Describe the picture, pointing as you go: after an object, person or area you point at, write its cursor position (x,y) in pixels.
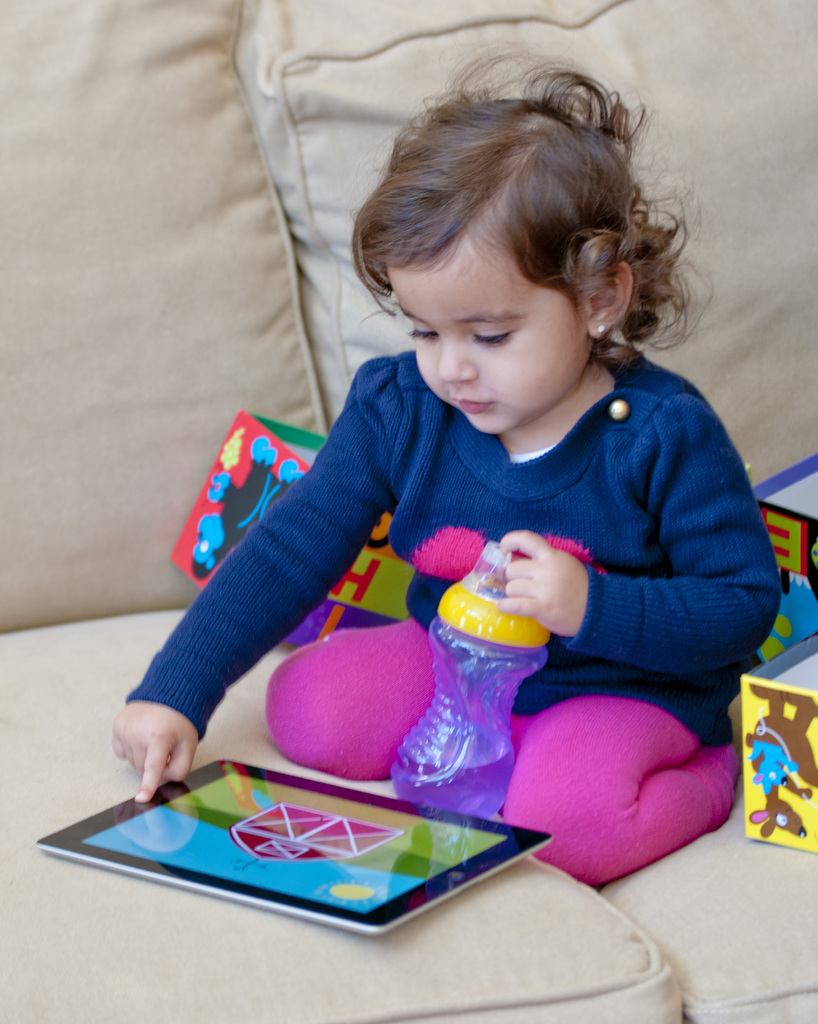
In the center of the image (370,375) we can see baby (320,763) sitting on the sofa (531,949). On the sofa (547,942) we can see tablet (125,818) and some objects (745,725).
